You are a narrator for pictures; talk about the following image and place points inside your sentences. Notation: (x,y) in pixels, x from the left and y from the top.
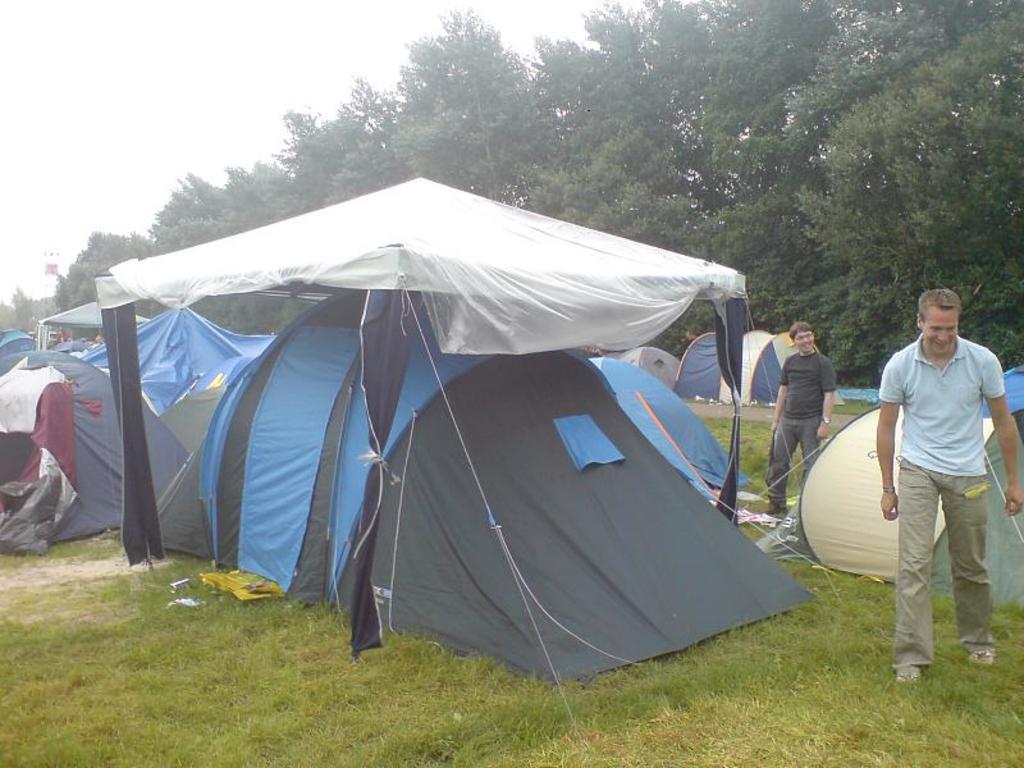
In this image there are tents (61,320) and we can see people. At the bottom (316,688) there is grass (524,686). In the background (742,152) there are trees (742,152) and sky (217,65).
